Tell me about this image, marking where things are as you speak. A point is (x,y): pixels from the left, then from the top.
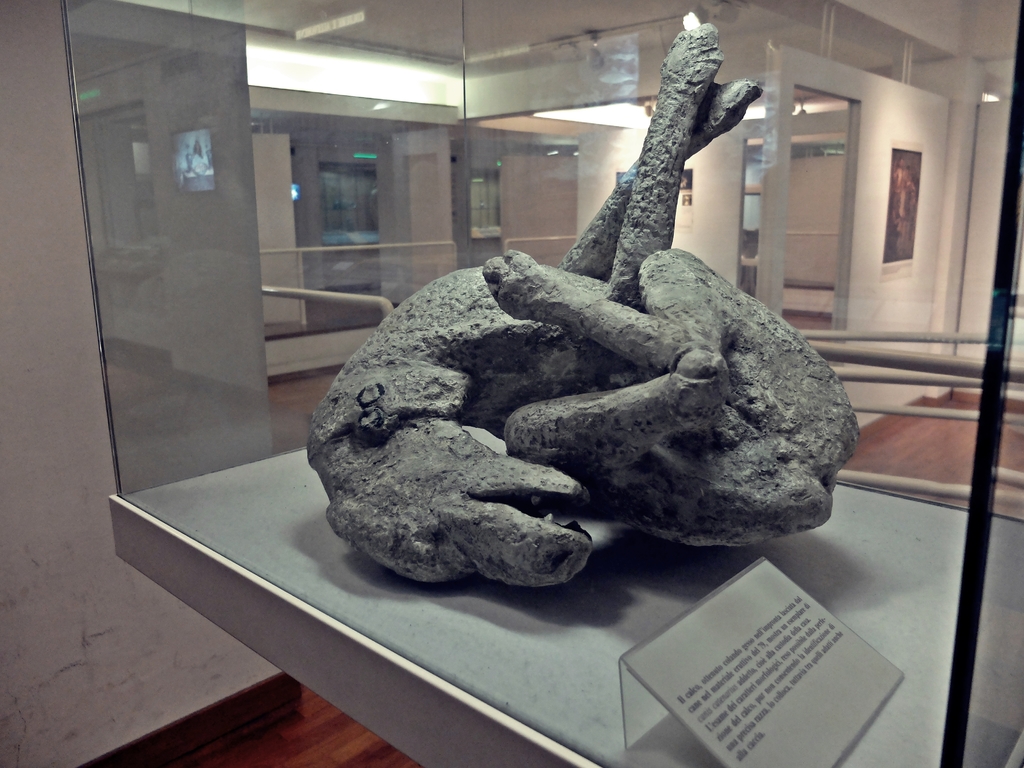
In this image I can see a animal sculpture (620,437) kept on glass box (879,558), there is the wall (407,196), doors (357,221), photo frame (909,227) attached to the wall (869,217) visible in the middle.
